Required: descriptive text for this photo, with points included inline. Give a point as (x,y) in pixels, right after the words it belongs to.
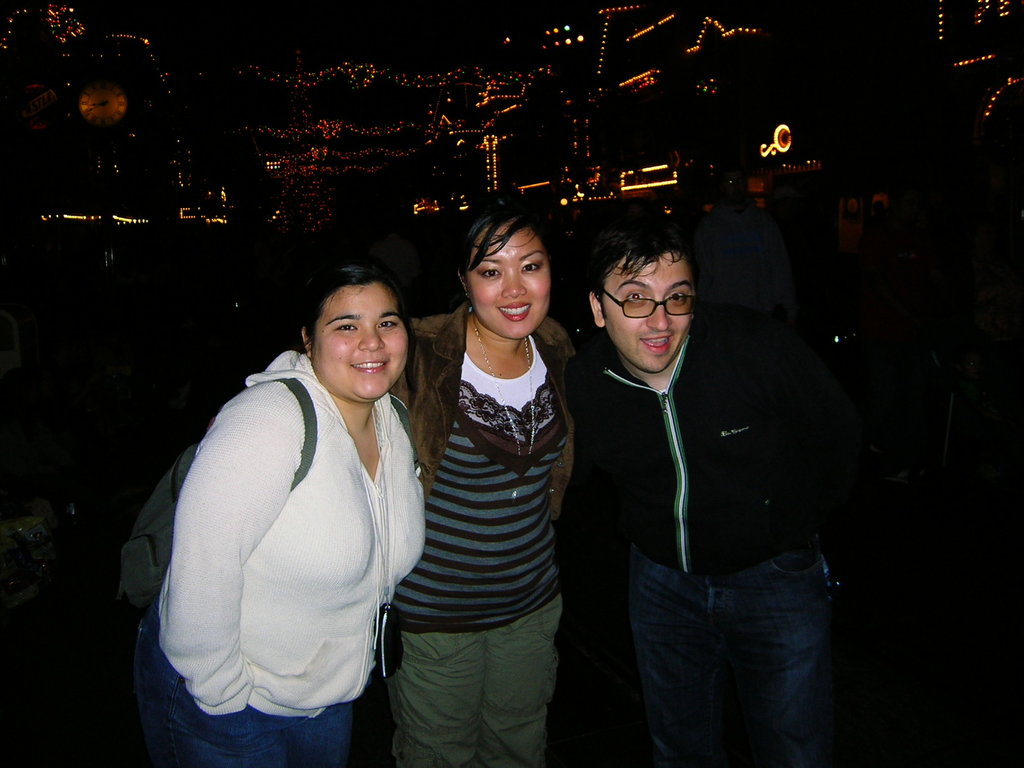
This image consists of three people (315,318) posing for a picture in that one person (254,485) is wearing a bag (308,428) and other person (729,423) is having glasses (637,312).
